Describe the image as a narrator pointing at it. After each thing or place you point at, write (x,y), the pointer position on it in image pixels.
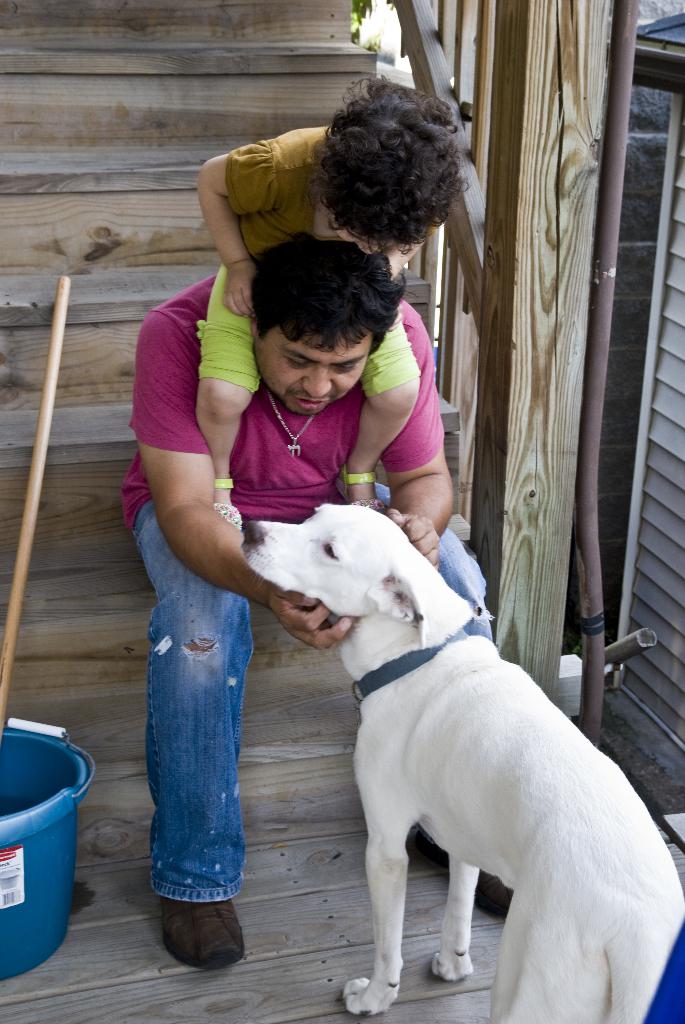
In this picture there is a man (255,509) who is sitting on the stairs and there is a dog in front of him, the man (394,476) is petting the dog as a child (202,180) is sitting on his shoulders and there is a wall (670,214) at the right side of the image (623,362).
